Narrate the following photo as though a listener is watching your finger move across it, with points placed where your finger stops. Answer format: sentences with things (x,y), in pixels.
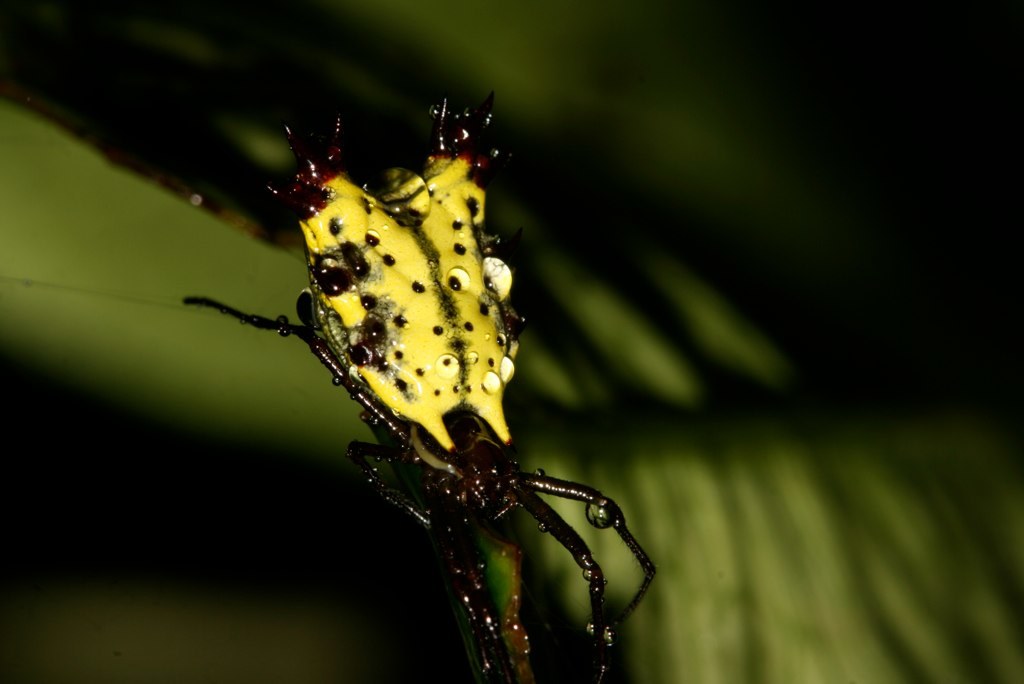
In the foreground of this image (464,444), it seems like an insect (464,417) and the background (795,213) image is blur.
